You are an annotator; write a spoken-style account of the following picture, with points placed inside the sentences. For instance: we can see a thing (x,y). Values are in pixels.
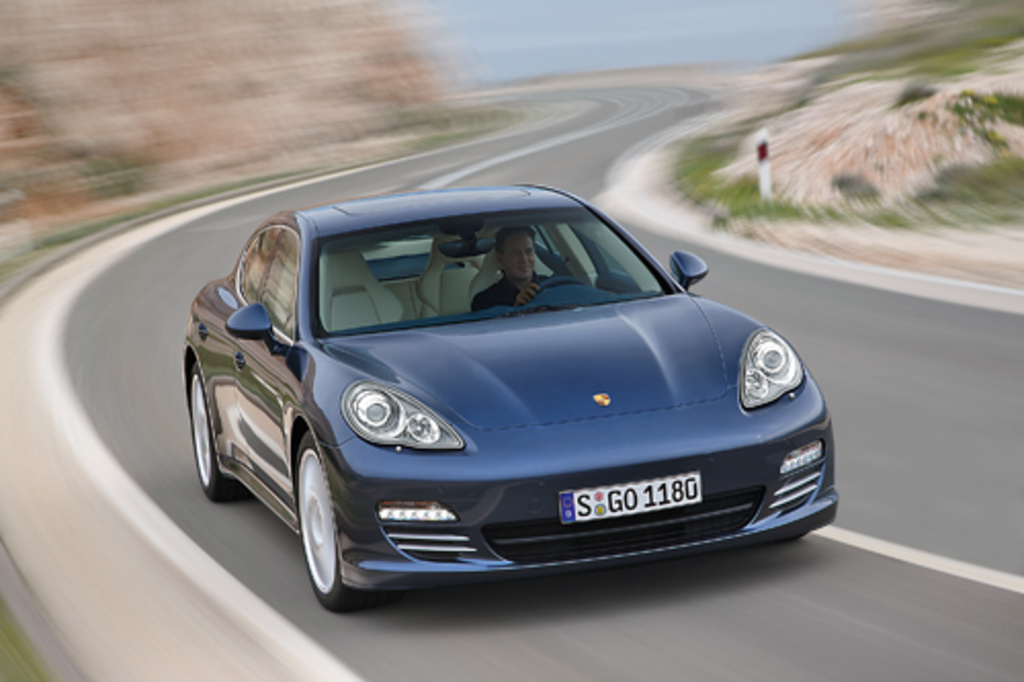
In the image we can see a car (543,379), blue in color. In the car (586,363) there is a man (493,299) sitting, wearing clothes (479,298). These are the headlight (386,425) and number plate (626,492) of the vehicle (627,484). There is a road (945,484) and white lines (926,557) on the road (803,275), we can even see grass (797,211).
